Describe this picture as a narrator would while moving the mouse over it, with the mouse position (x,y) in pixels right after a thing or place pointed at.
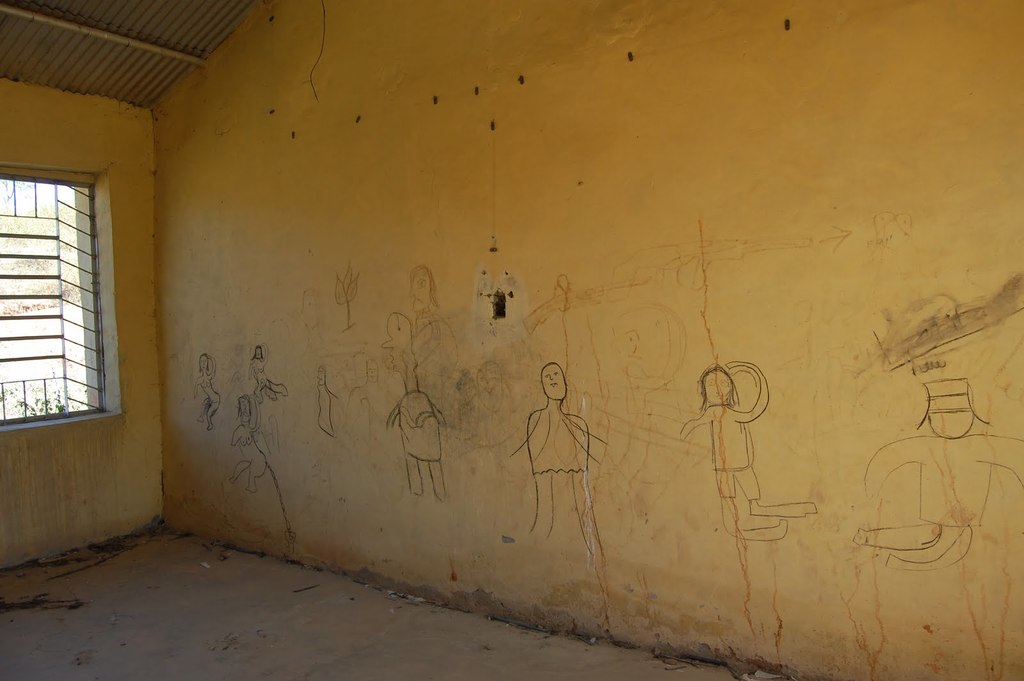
This is the inside picture of the building (434,359). In this image there is a drawing (967,486) on the wall (500,198). On the left side of the image (10,390) there is a window (11,403). At the bottom of the image (211,632) there is a floor (313,656). On top of the image (27,51) there is a metal roof top (100,43) with a metal rod (18,15).
